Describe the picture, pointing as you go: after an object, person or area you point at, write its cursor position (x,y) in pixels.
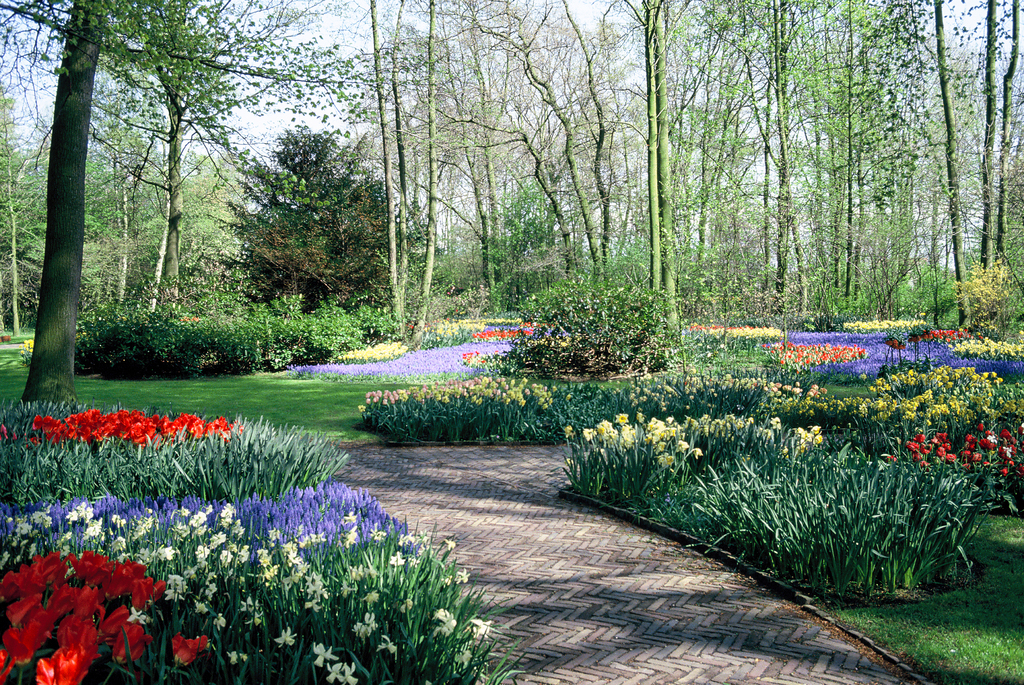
In the background of the image (348,120) there are trees (517,136). There are plants (178,532). There is grass (287,392). There is a pavement (477,493) in the center of the image (443,450).
